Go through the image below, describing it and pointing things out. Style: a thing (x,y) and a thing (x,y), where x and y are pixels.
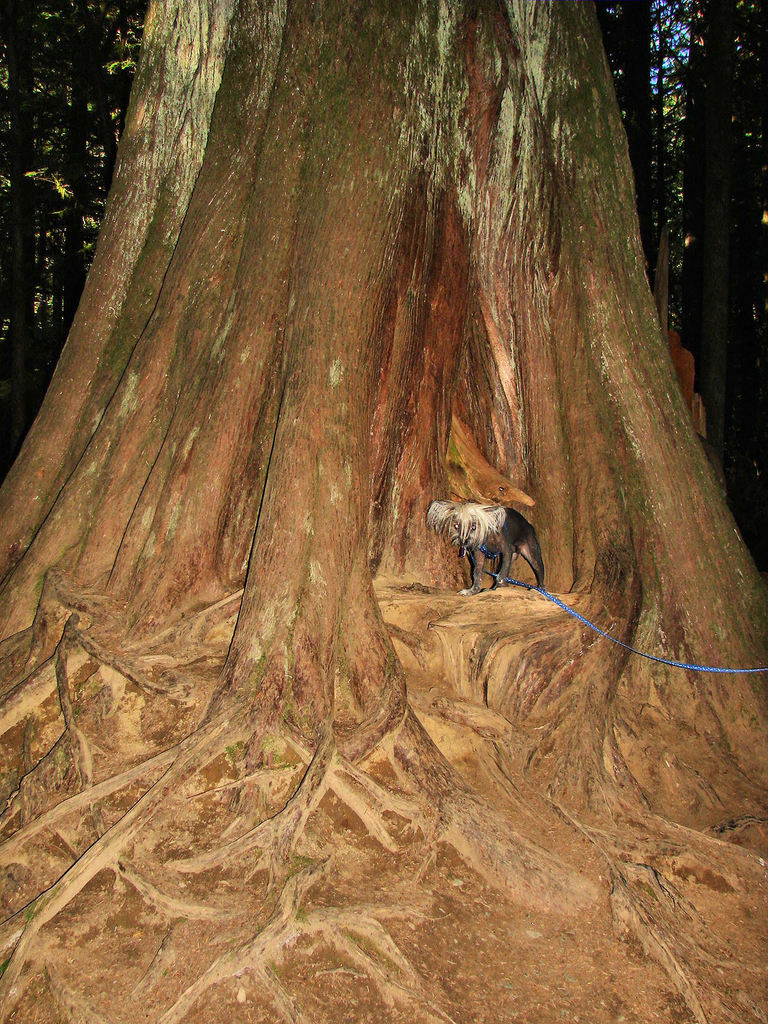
In the image we can see there is a dog (497,554) standing under the tree (474,497) and behind there are lot of trees (18,135).
